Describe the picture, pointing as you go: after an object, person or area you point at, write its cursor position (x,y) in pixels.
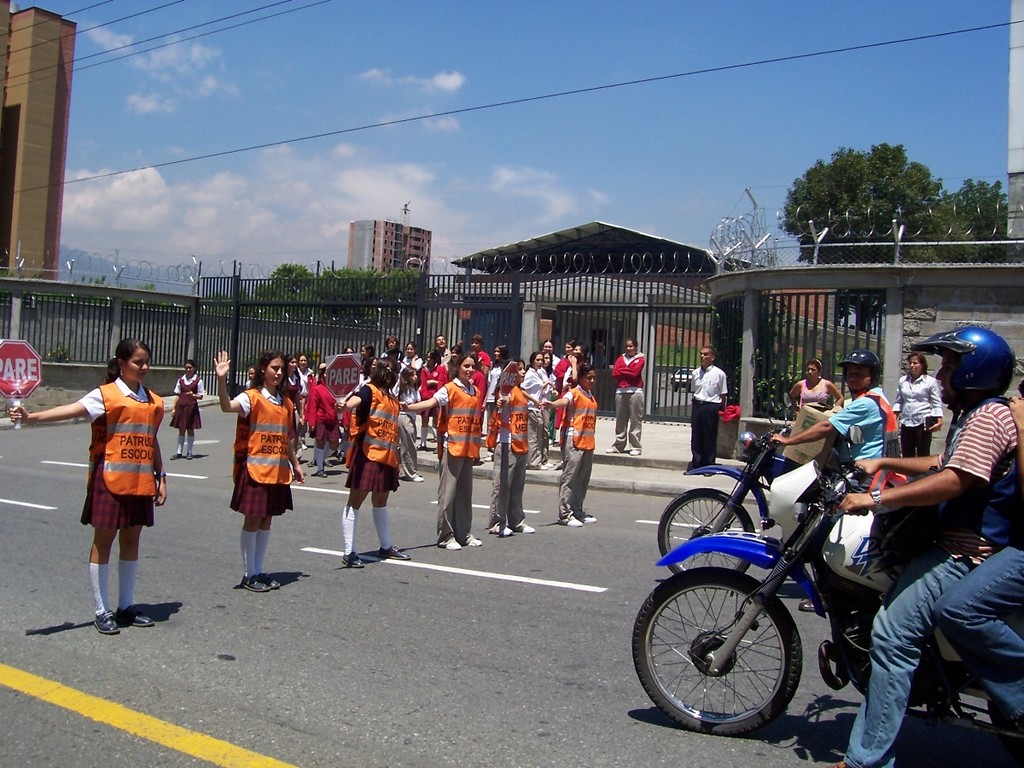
This picture is taken on road (464,654). There are many people (633,369) on the road (302,494). They are school girls (263,483) wearing jackets (272,466) on the uniform (402,439). Group of students (386,443) are stopping the people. To the right corner (864,389) there are people (866,422) riding bikes (790,567) and they are wearing helmets (968,343). The girl (110,493) to the left corner (88,480) is holding a sign board (26,381) in her hand (22,418). To the background (422,330) there is a gate (453,330), fencing (300,302), sky (596,160), buildings (364,247) and trees (844,205).
